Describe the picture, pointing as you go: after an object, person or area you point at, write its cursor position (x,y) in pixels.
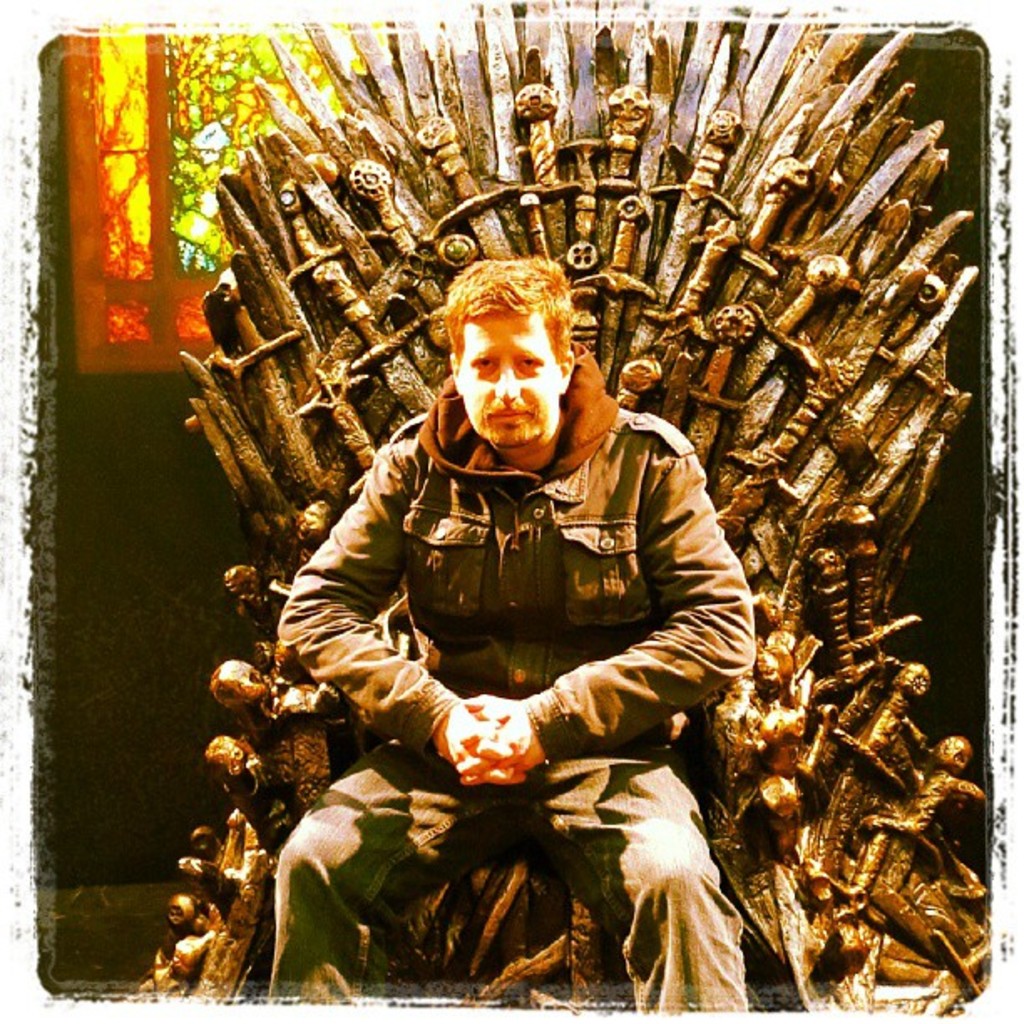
In the foreground of this picture (575,503), there is a man (579,471) sitting on a chair (682,270). In the background (155,596), there is a wall (152,525) and a window (159,215).
